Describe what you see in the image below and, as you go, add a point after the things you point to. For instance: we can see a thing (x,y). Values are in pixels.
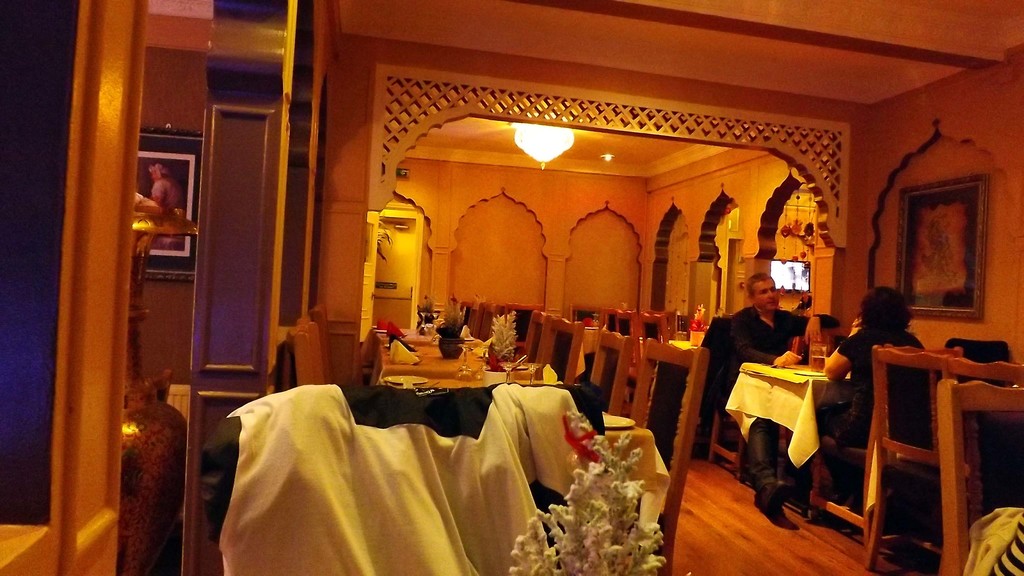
In this image we can see two persons (894,327) sitting on the chairs (915,362) in front of the dining table (792,377) which is covered with the white color cloth (799,399). We can also see the tables (424,342), flower vases (456,353), tissues (397,361), cloth (314,490), chairs (401,489) and also the frames (150,166) attached to the plain wall (1012,84). We can also see the lights (533,136), a television (782,277) and also the door (412,262) and floor (726,519). We can also see the ceiling (738,39).
